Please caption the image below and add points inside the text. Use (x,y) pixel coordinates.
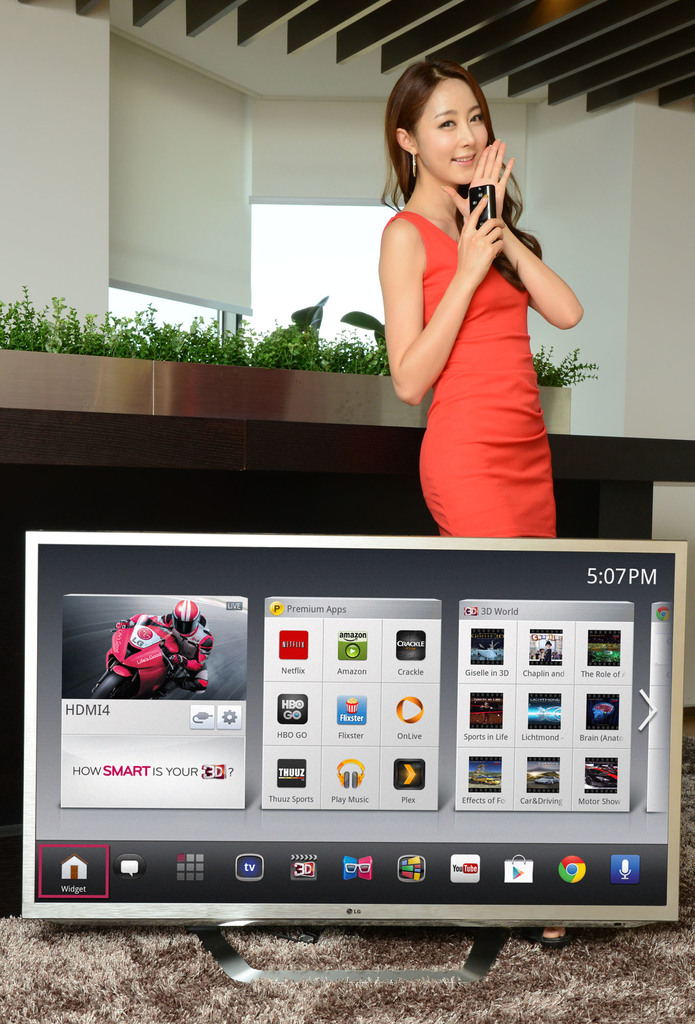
In this image I can see the screen (385,559) and the person (435,468) with an orange color dress (435,468). In the background (260,350) I can see the plants (265,358) and the window blinds (221,219).
